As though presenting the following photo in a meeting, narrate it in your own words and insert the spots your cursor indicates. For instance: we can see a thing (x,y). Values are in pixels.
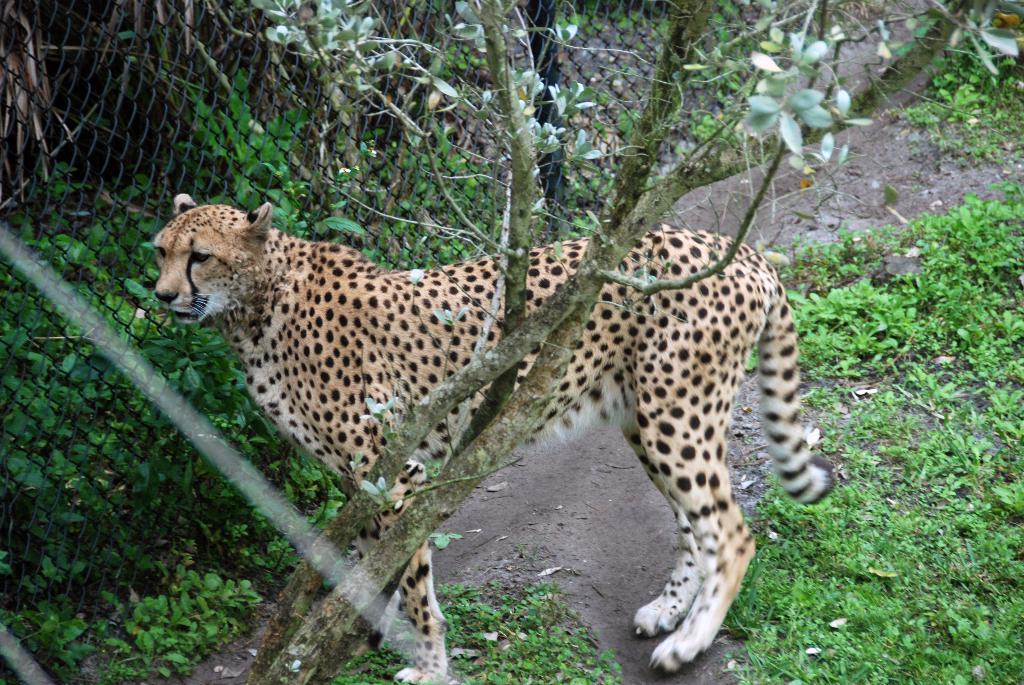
In this picture there is a cheetah (664,228) standing. In the foreground (326,678) there is a tree (554,382). At the back (117,378) there are plants (210,367) behind the fence (110,209). At the bottom (651,552) there is ground (651,552) and there are plants (915,504).
